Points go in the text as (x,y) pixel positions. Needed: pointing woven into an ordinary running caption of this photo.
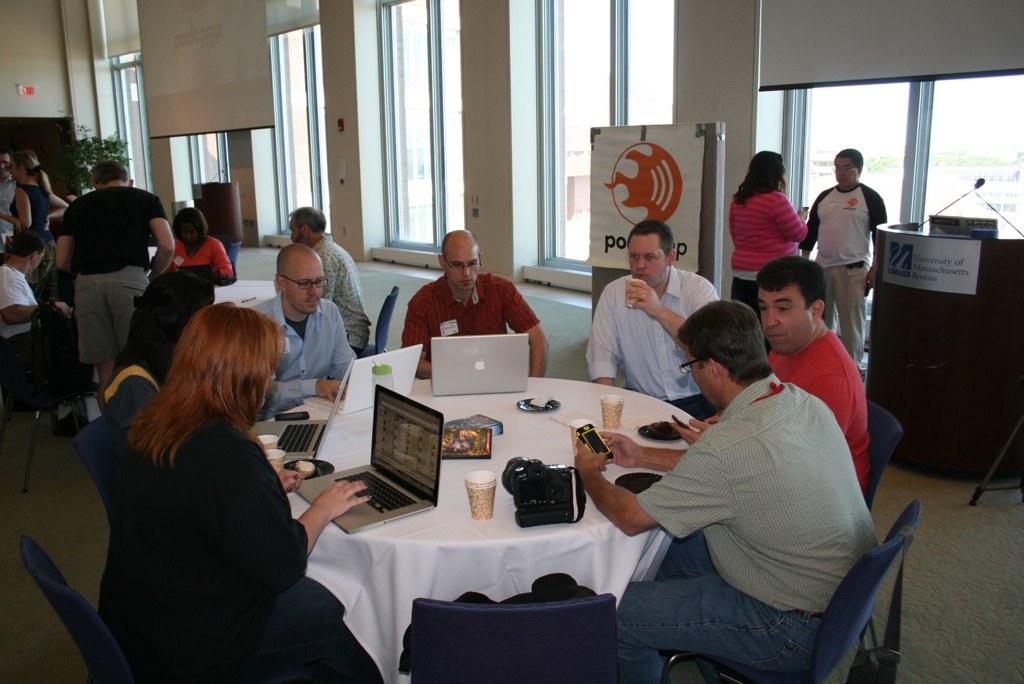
There are many people (242,349) sitting around a table (470,542). A lady (215,532) in black dress (211,519) is working on a laptop (374,472). And on the table (488,536) there are cups (482,508), other laptops (488,360). And there are chairs (851,589) around the table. On the right side (974,306) there is a podium (954,245) with a mic (989,204). Two persons (825,197) are standing near the podium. There is a banner (657,174). In the background (600,115) there is a window (600,104), wall (498,130), some other persons (85,210), plant (88,170).
